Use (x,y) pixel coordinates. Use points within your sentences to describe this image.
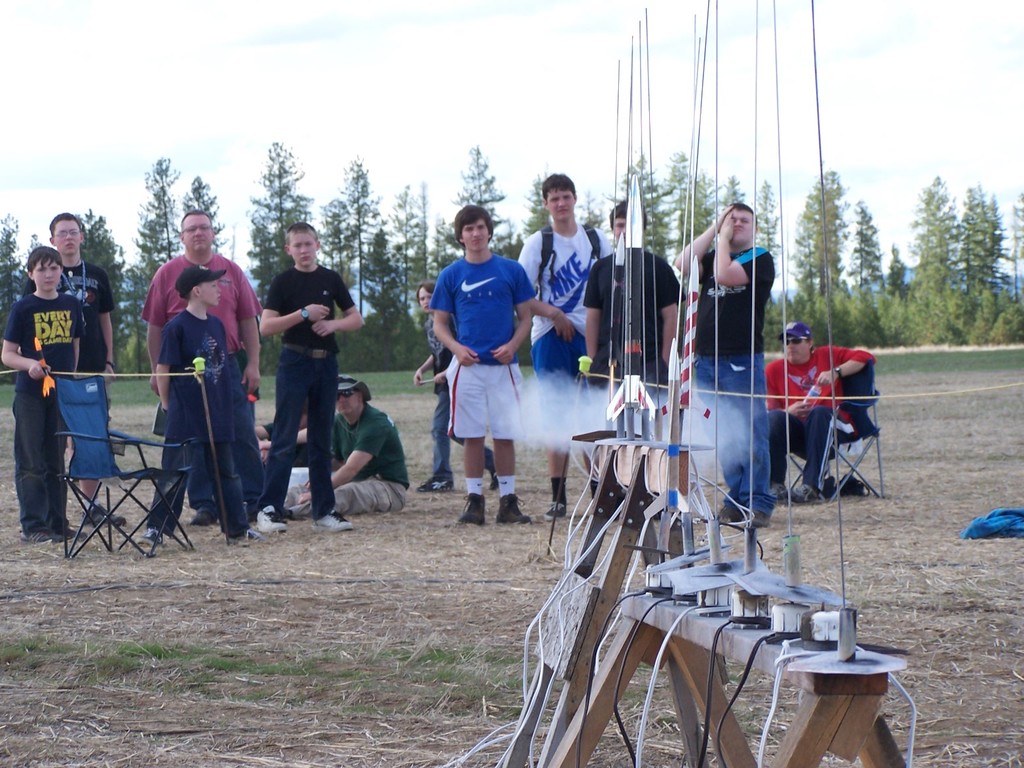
In the foreground (714,432) I can see an aircraft equipment (792,744) on the ground (397,529). In the background (93,330), I can see a few persons (760,307) standing on the ground (524,553) and they are having a look at the aircraft (618,504). I can see two persons (336,430) sitting on the ground (453,467) and a man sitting on the chair (878,431). In the background (722,202), I can see the trees (666,232).
